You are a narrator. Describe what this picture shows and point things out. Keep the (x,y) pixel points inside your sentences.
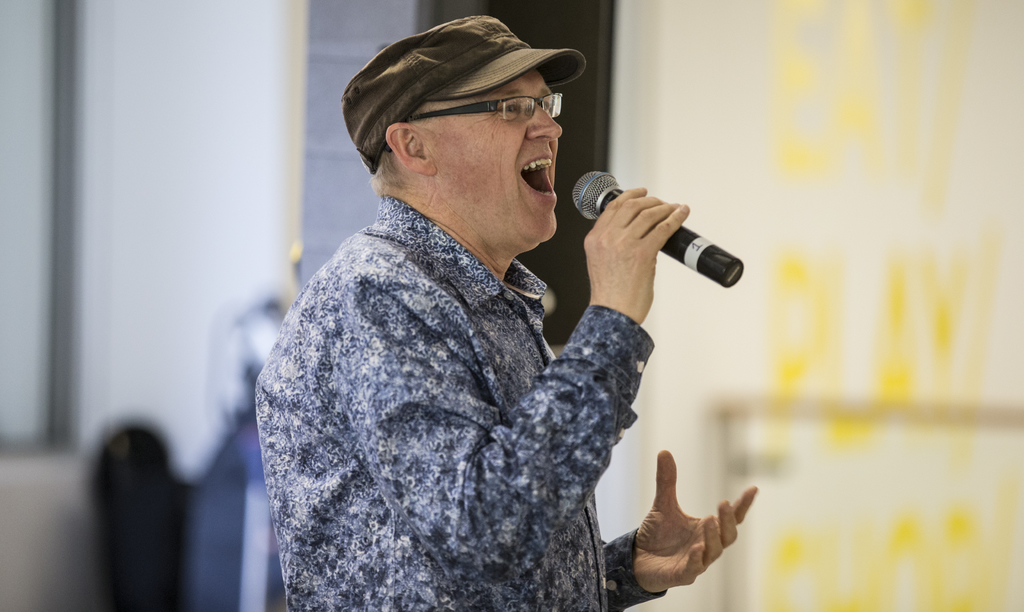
In this image there is a person (514,461) wearing cap (452,65) and spectacles (475,105). He is holding a mike (614,195). Background (164,435) is blurry.
